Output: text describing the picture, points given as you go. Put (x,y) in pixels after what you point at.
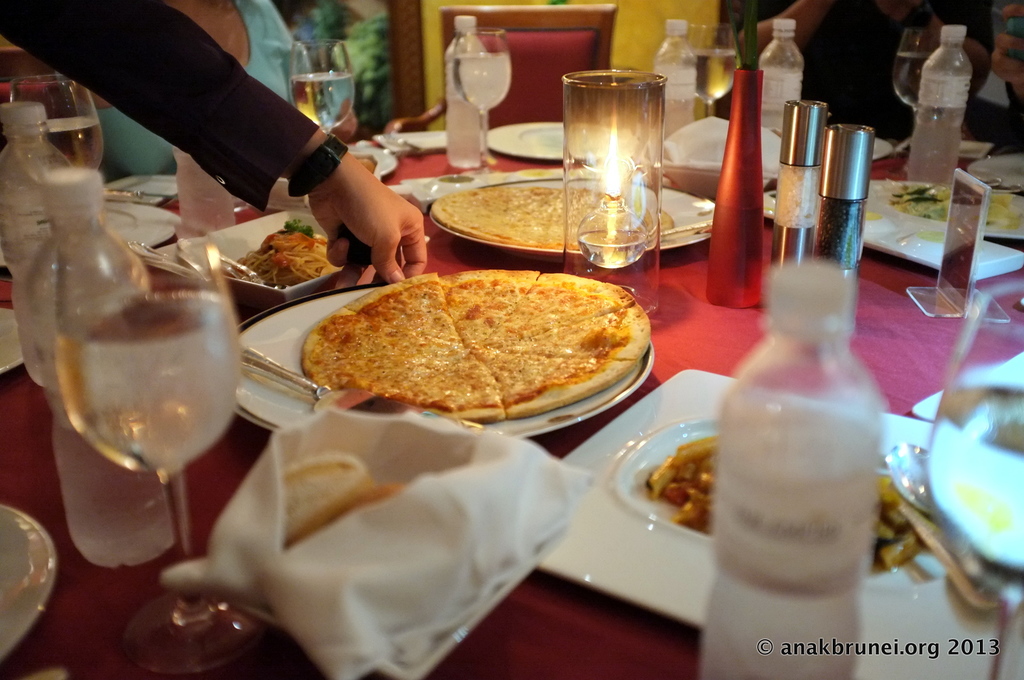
In this image, I can see the wine glasses (487,129), bottles (465,135), candle (656,227), napkins (494,532), food items (488,414), plates (312,295) and few other things (696,229) on a table (733,370). At the bottom right side of the image (795,651), I can see a watermark (842,645). At the top left side of the image (204,63), I can see a person's hand (333,215). In the background (816,39), there are two persons (273,33) and I can see a chair (531,56).
